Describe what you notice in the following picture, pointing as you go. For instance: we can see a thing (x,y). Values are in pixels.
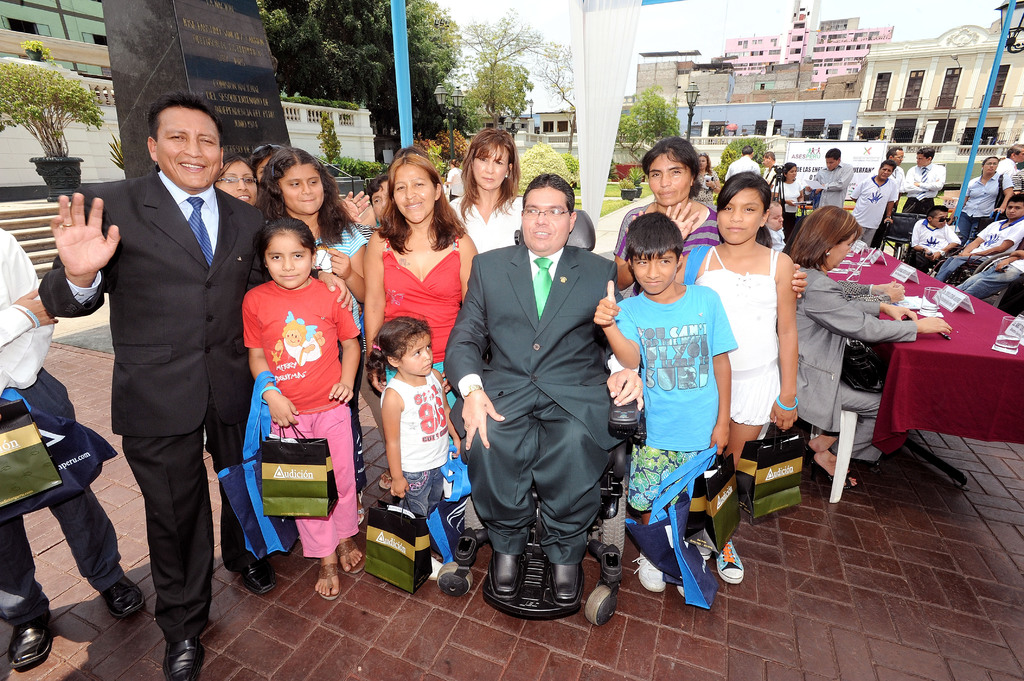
This picture is clicked outside. In the foreground (129,434) we can see the group of people (370,277) standing on the floor (779,649) and we can see a person (566,453) sitting on the wheel chair (606,478) and we can see the children (308,320) wearing t-shirts (710,442), holding the bags (426,515) and standing on the ground (433,618). On the right (1003,247) we can see the group of people (831,221) sitting on the chairs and we can see a table (966,330) on the top of which glasses (1004,331), name plates (904,274) and some other objects (919,297) are placed and we can see the group of people (928,179) standing on the ground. In the background (644,14) we can see the sky (719,17), buildings (808,47), lamp posts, trees (502,84), plants (630,188), green grass (615,186), text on the banner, stairway (30,214) and some other objects (218,99).
